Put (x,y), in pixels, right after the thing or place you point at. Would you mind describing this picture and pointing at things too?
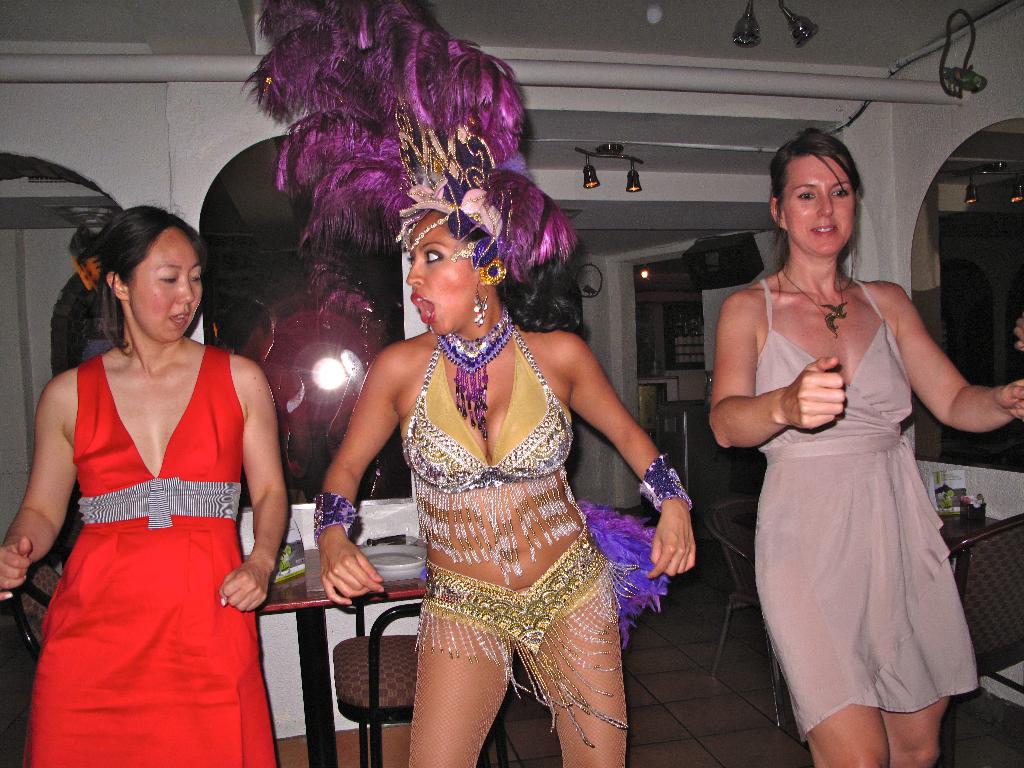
In this picture we can observe three women (520,438) dancing on the floor (639,661). One of them is wearing a costume (536,459) and a purple color feather cap (443,85) on the head (456,228). Behind them there is a red color table (288,591) and a chair (379,664). We can observe a mirror (297,260) fixed to the wall (185,121). There are some lights (593,154) fixed to the ceiling (604,161) in the background (627,188).
